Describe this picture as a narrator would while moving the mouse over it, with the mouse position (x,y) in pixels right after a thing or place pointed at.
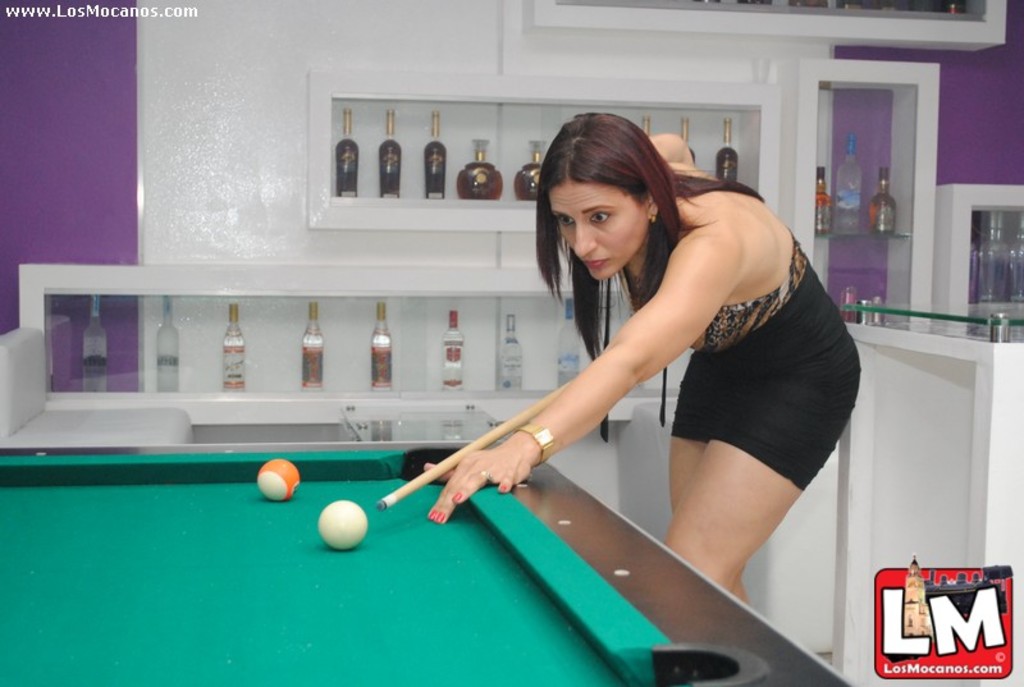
In this image we can see a woman (722,382) wearing a dress (725,365) is holding a stick (513,419) with her hands (494,448) is standing beside a table (638,604). In the foreground (447,611) we can see balls (334,523) placed on the table (443,530). In the background (971,372), we can see group of bottles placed on racks (808,220), table (986,363). At the bottom (947,601) we can see a logo (937,652) and some text (959,625).
